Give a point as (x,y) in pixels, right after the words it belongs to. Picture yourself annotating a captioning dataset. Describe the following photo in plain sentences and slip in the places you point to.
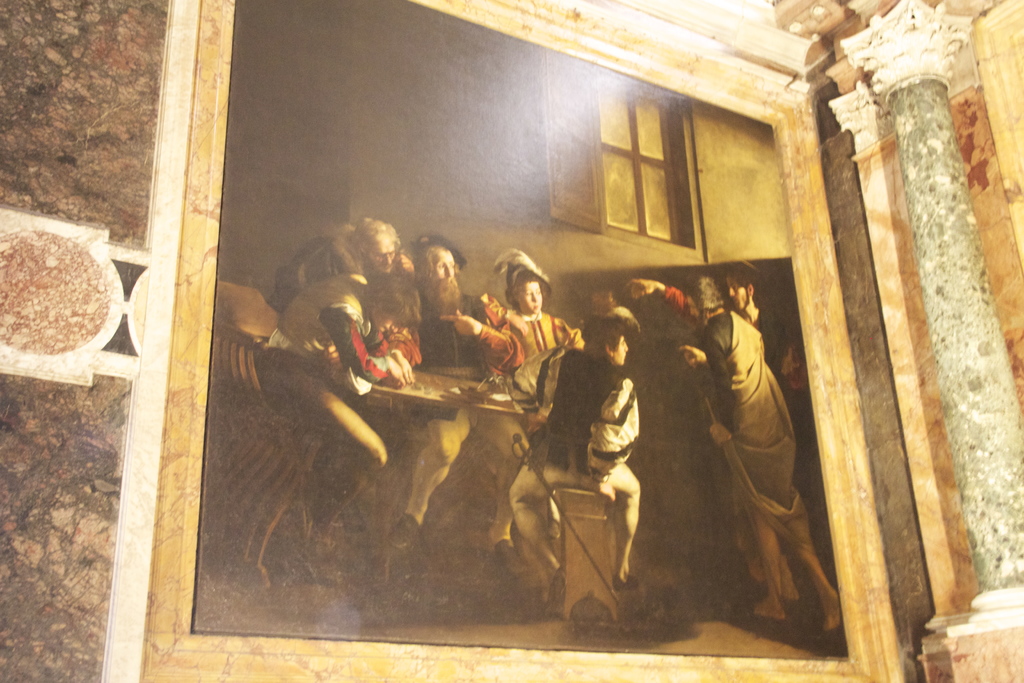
In this image there is a frame (449,677) attached to the wall (95,300). Right side (960,429) there is a pillar (971,414). In the frame (502,345) there is a picture (577,342) of few persons (577,342) sitting before a table (425,399). Behind them there is a window (619,203) to the wall (577,234).
